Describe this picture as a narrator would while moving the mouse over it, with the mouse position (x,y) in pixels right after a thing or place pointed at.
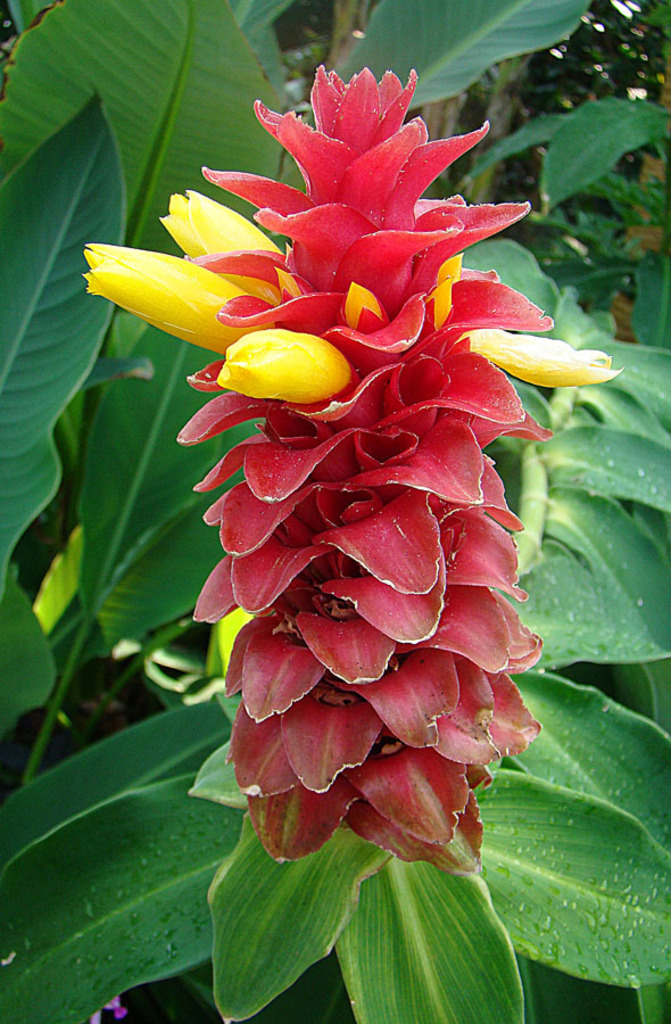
In this image there is a plant (295,729) and we can see flowers (254,317). In the background (287,61) there are trees (287,61).
